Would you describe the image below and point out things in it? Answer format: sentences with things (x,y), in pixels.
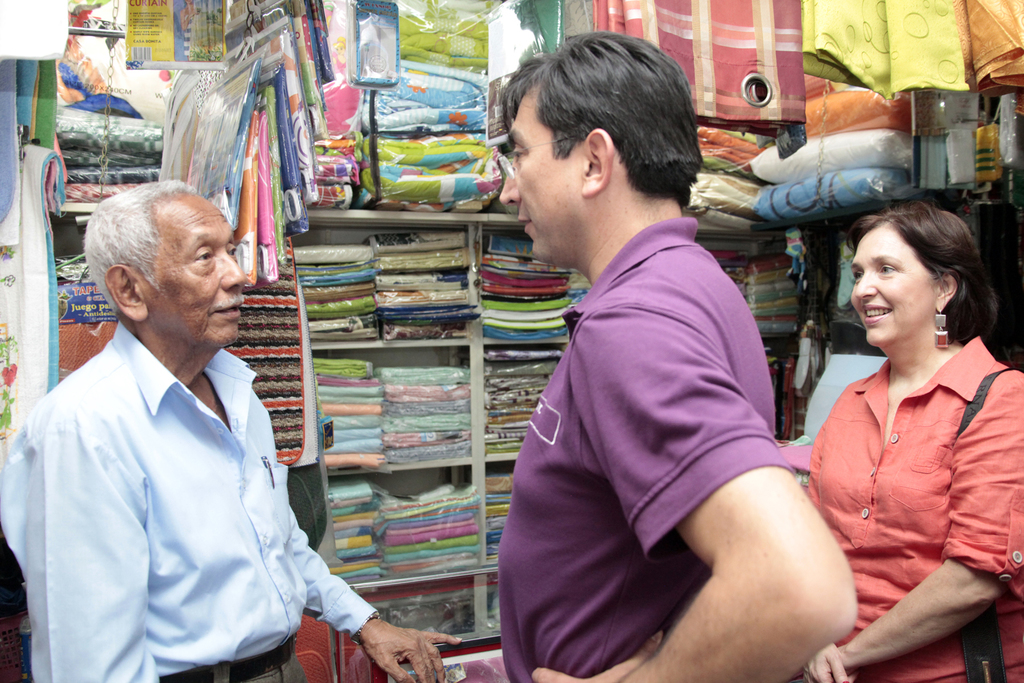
This picture is taken in a shop (458,186). Left side (163,509) there is a person (181,565) wearing a white shirt (181,544) is standing beside a person (676,532). Right side (904,429) there is a woman (819,441) wearing a red shirt (904,512). Background there are few racks (454,350) having few clothes (520,353) in it. Few clothes (660,39) are hanged to the rod (108,34).
